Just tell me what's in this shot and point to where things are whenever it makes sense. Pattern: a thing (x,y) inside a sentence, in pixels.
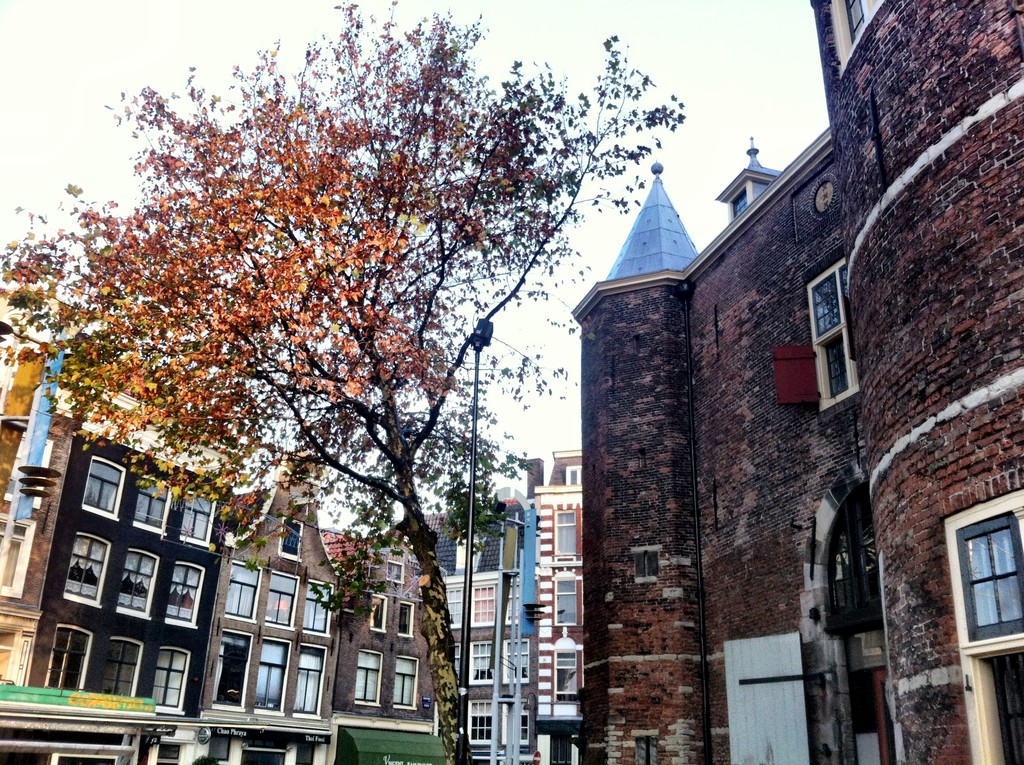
In this image, we can see a few buildings (573,612), poles (494,738). We can see a tree (447,737). We can also see the sky (659,25).
